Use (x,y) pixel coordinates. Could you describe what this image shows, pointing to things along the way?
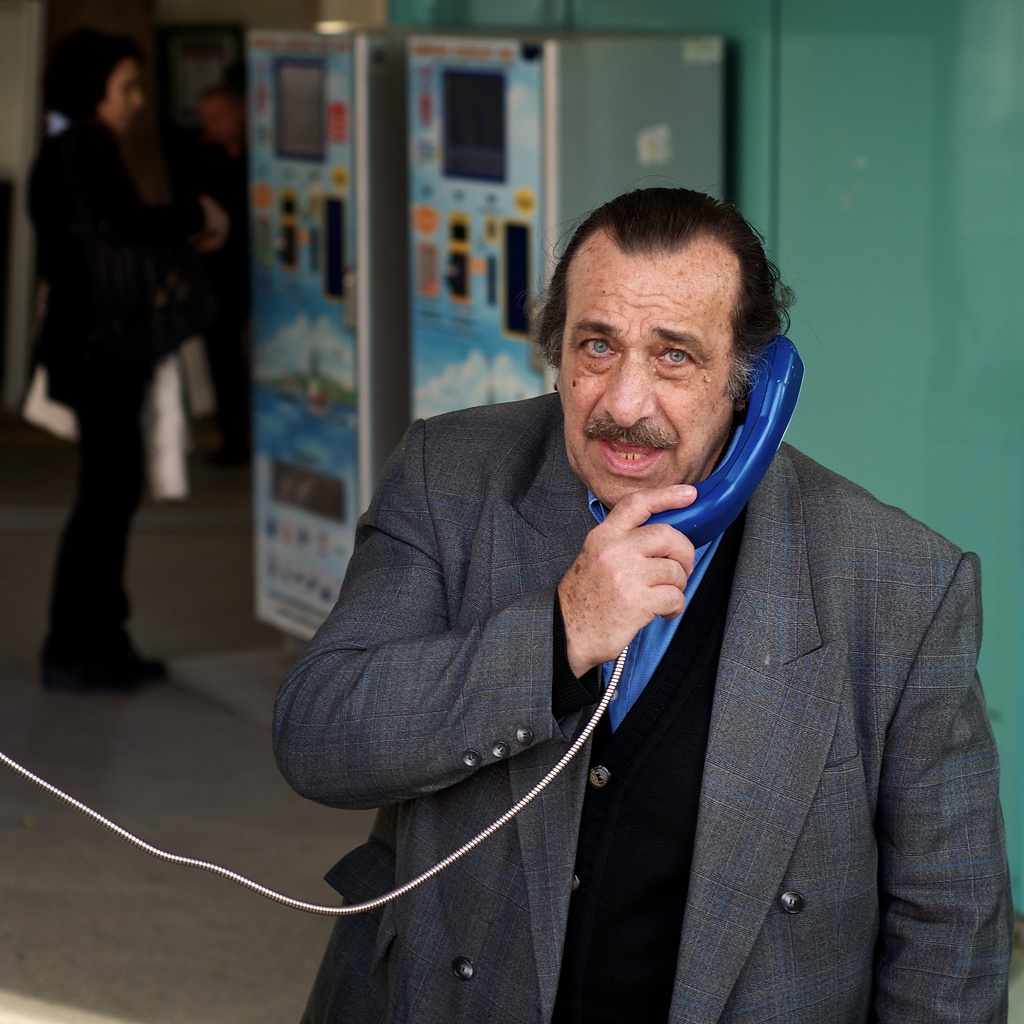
In this image I can see a man (608,632) on the phone (691,517). On the left side (135,450) I can see a person (127,431).
